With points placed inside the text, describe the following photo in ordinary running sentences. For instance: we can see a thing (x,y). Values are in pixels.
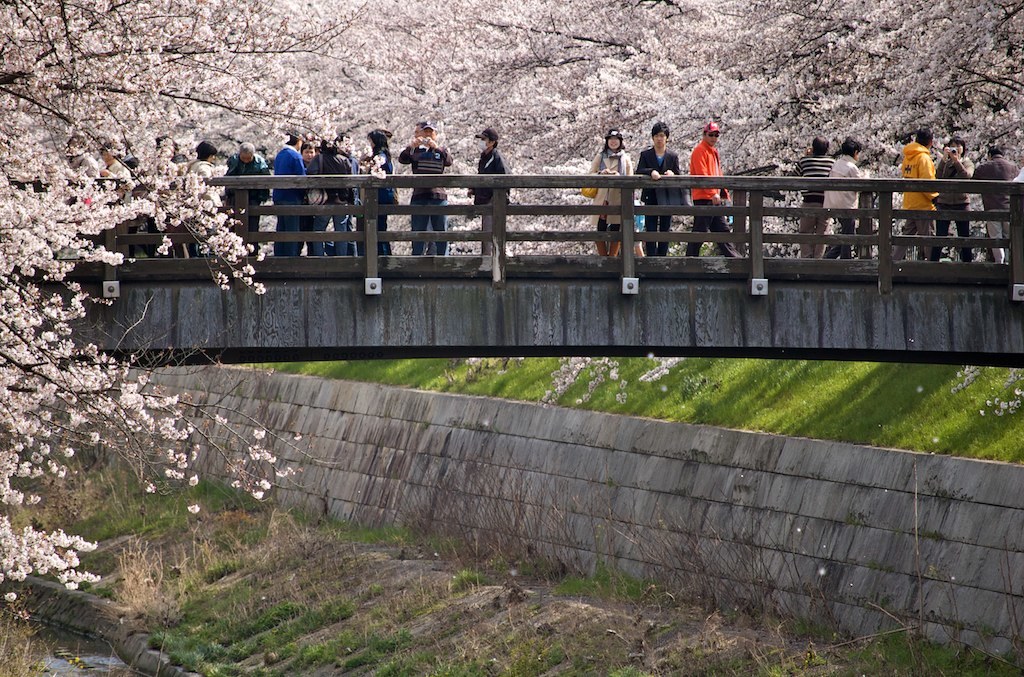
In this picture we can see trees (149,25), flowers (139,139), branches (114,85), grass (318,564), railing (1006,274) and plants (82,461). We can see people (385,221) standing on the bridge (248,221). In the bottom left corner of the picture (68,653) we can see water (62,659).
